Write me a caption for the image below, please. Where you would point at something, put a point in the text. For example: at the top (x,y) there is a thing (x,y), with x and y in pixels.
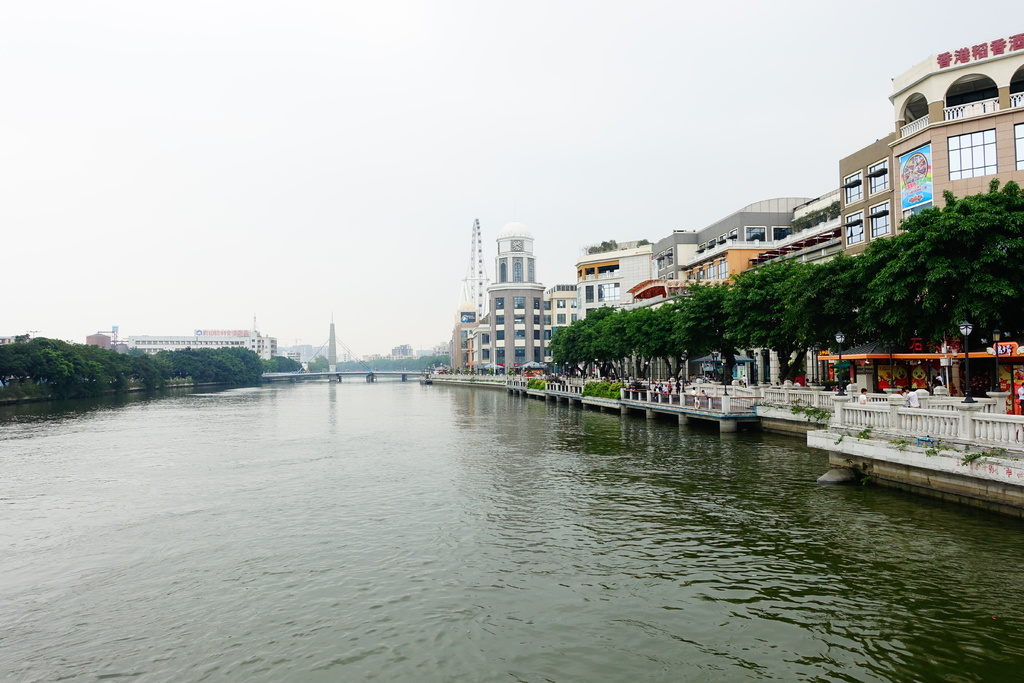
In this image there is a river (338,500), in front of the river (303,383) there is a bridge (292,374), on the either side of the river (257,402) there are trees (264,359) and buildings (576,311).
